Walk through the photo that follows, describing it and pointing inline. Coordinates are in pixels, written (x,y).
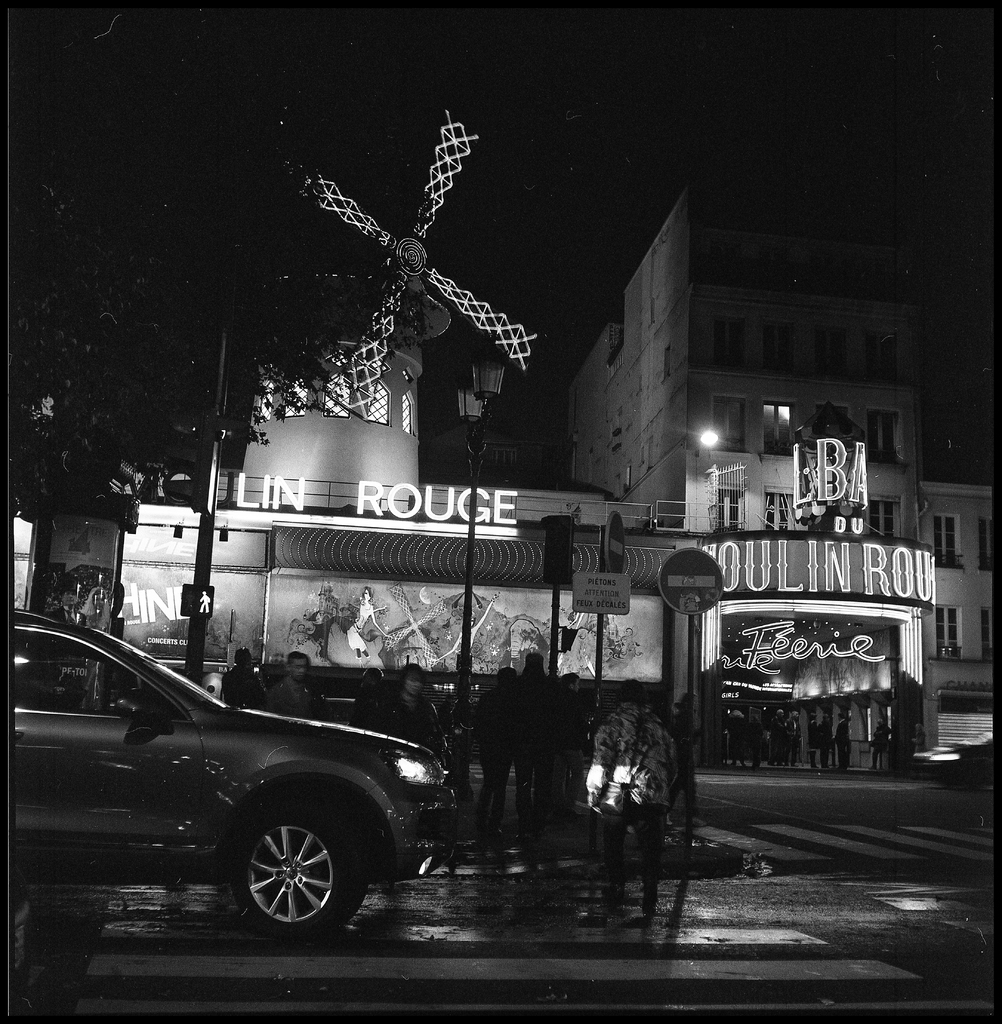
In this image I can see few buildings (637,506), windows (876,507), lights (826,496), poles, sign boards (245,541), windmill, few people (519,764) and few vehicles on the road (926,807). The image is dark.
